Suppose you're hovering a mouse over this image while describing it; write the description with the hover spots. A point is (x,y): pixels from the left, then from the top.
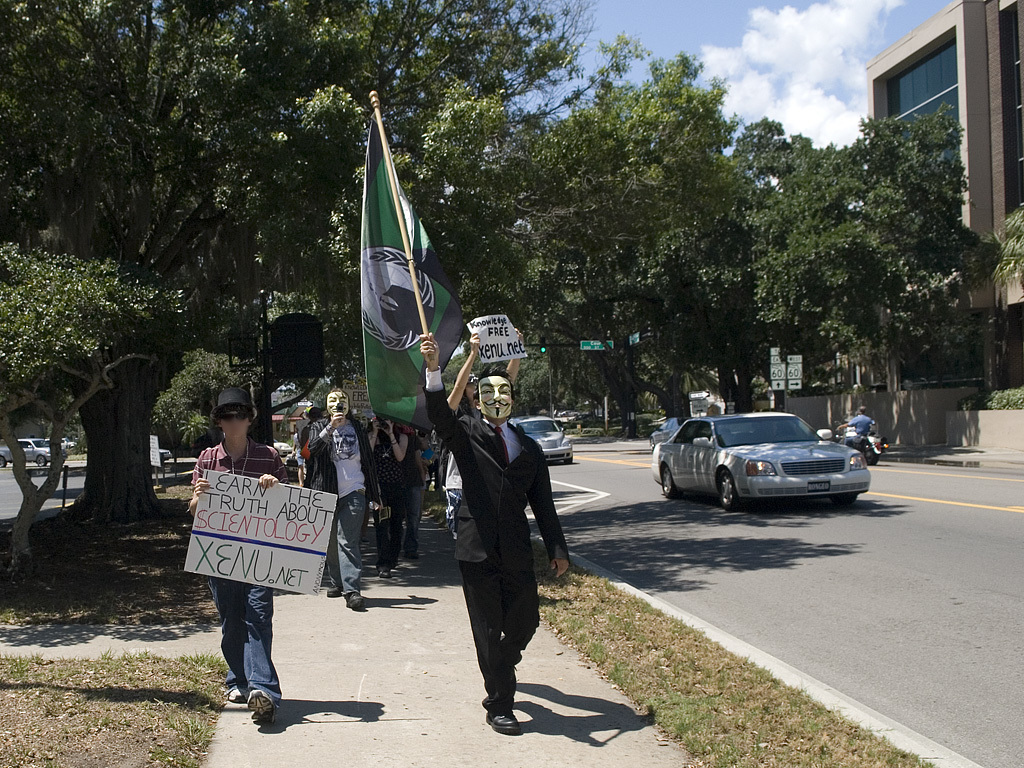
In this picture there are two persons (500,419) wearing mask (493,403) and there is a person (526,548) holding the flag (378,334) and walking and there are two persons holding the placards (481,345) and walking. There are vehicles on the road (956,566) and there is a person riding motorbike (875,462) and there is a building (1014,345) and there are trees (525,367) and poles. At the top (846,64) there is sky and there are clouds (858,74). At the bottom (709,565) there is a road (878,510) and there is grass (719,723).
